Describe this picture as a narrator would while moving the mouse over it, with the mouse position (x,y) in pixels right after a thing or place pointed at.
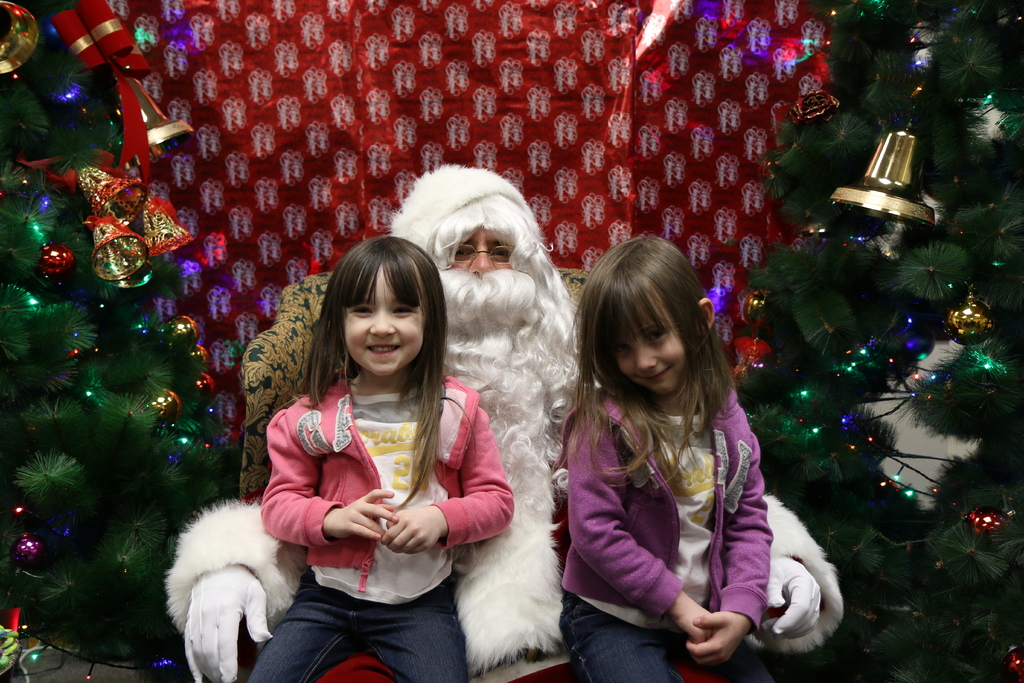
On the left side of the image (69,462) we can see a christmas tree (108,450) which is decorated. In the middle of the image (548,404) we can see santa claus (556,629) and two kids (368,614) are sitting on santa claus (506,625). On the right side of the image (830,454) we can see christmas tree (903,378) which is decorated.
